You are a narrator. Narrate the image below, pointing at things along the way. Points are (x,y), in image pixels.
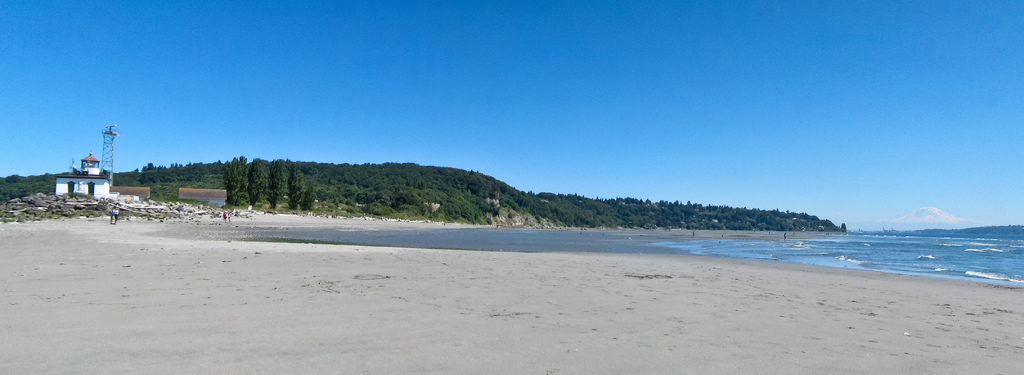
In this image there are few people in the sea shore (182,229), there are few mountains (604,216) covered with trees (379,211), an ocean (490,229), few houses (129,189), a tower (113,141), few stones (109,210) and the sky (475,107).
